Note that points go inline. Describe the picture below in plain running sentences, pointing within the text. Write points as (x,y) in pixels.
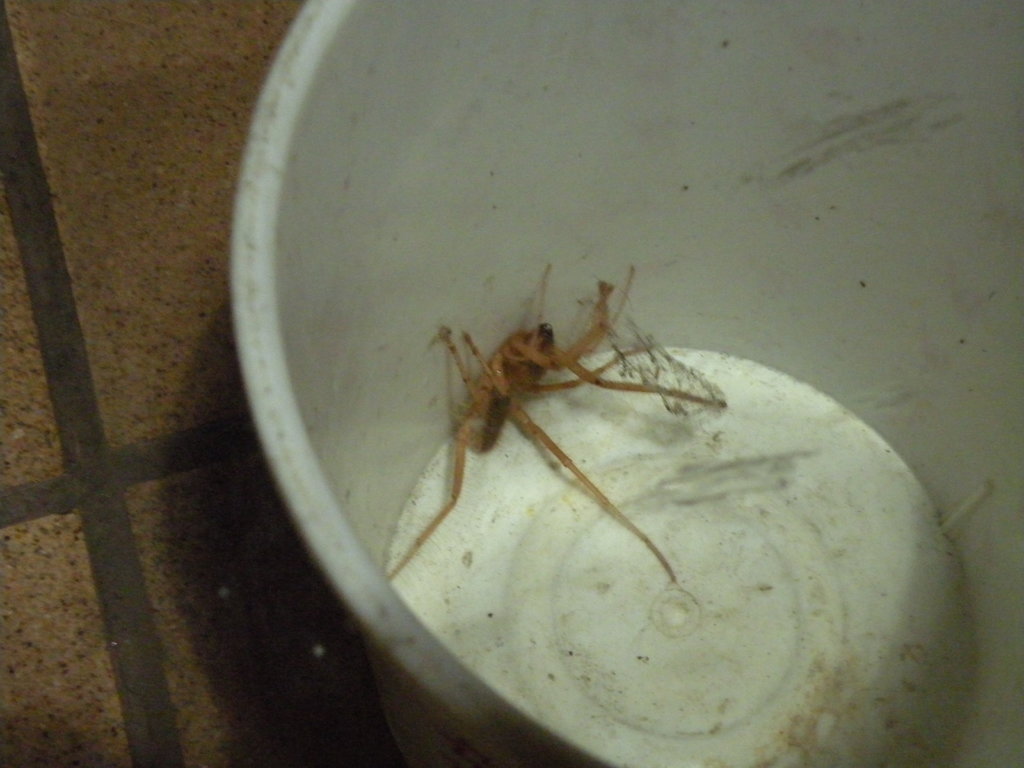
In this image, I can see an insect (561,352) in a cup (272,328), which is kept on the floor (134,385).
